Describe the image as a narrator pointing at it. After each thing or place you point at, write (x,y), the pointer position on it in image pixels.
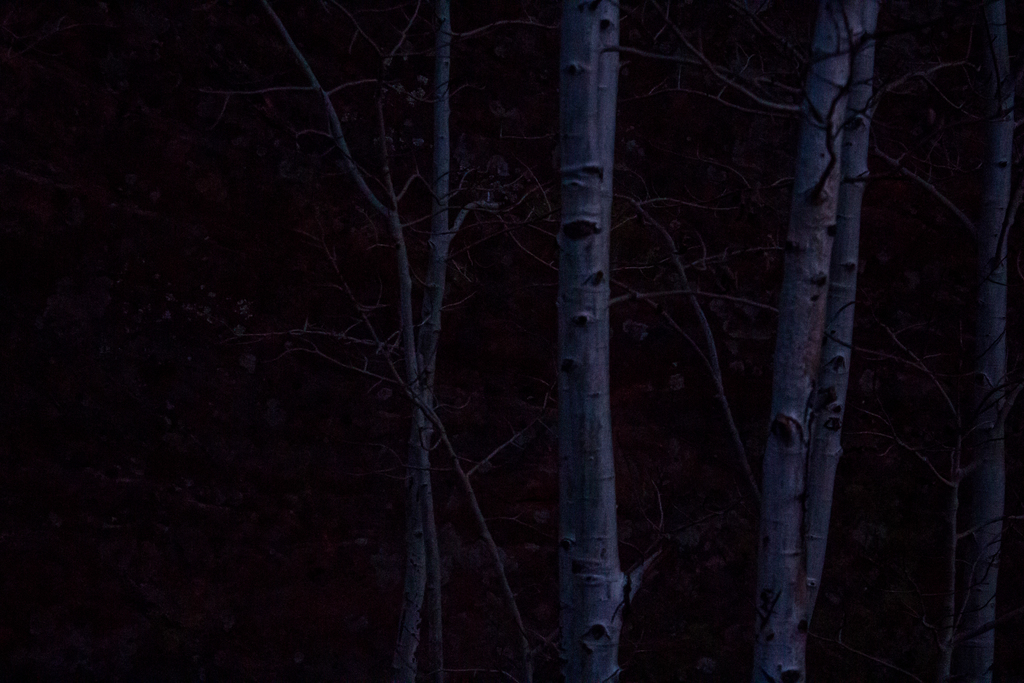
In this image I can see there are trees (567,552) and the background of the image (704,507) is dark.
